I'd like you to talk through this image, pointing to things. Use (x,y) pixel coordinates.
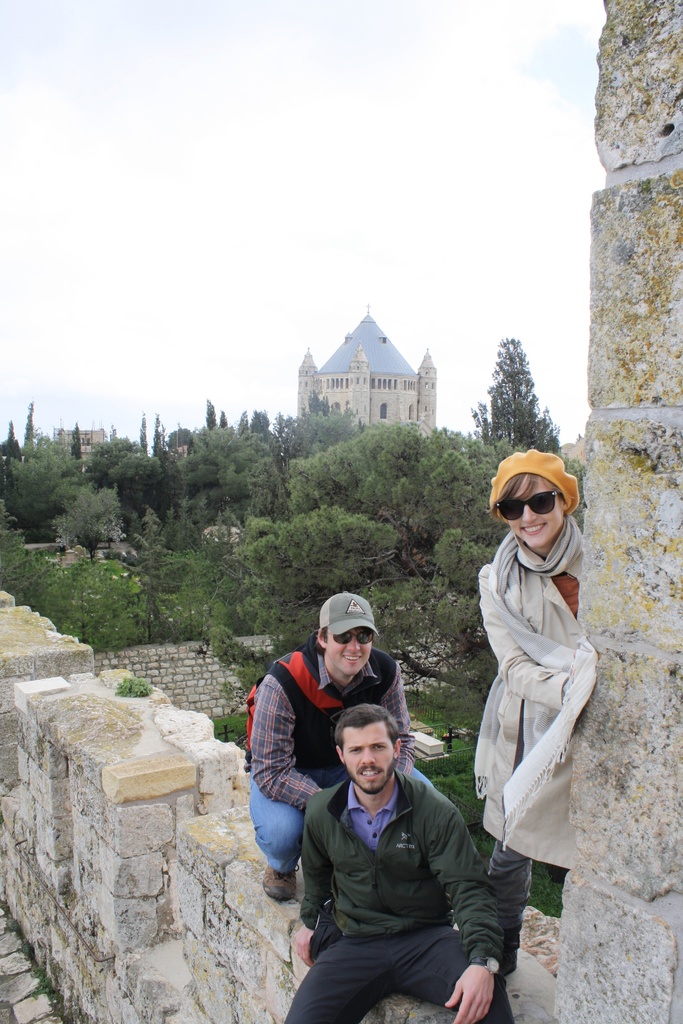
In this picture there are three persons (430,936), one (527,605) standing on the wall (647,899) and smiling and two (430,928) are sitting on the wall (544,918) and smiling. At the back (384,334) there is a building (430,425) and there are trees (502,442). At the top (249,116) there is sky (311,131). At the bottom (535,876) there is a graveyard (468,739) and there is grass (453,765).
